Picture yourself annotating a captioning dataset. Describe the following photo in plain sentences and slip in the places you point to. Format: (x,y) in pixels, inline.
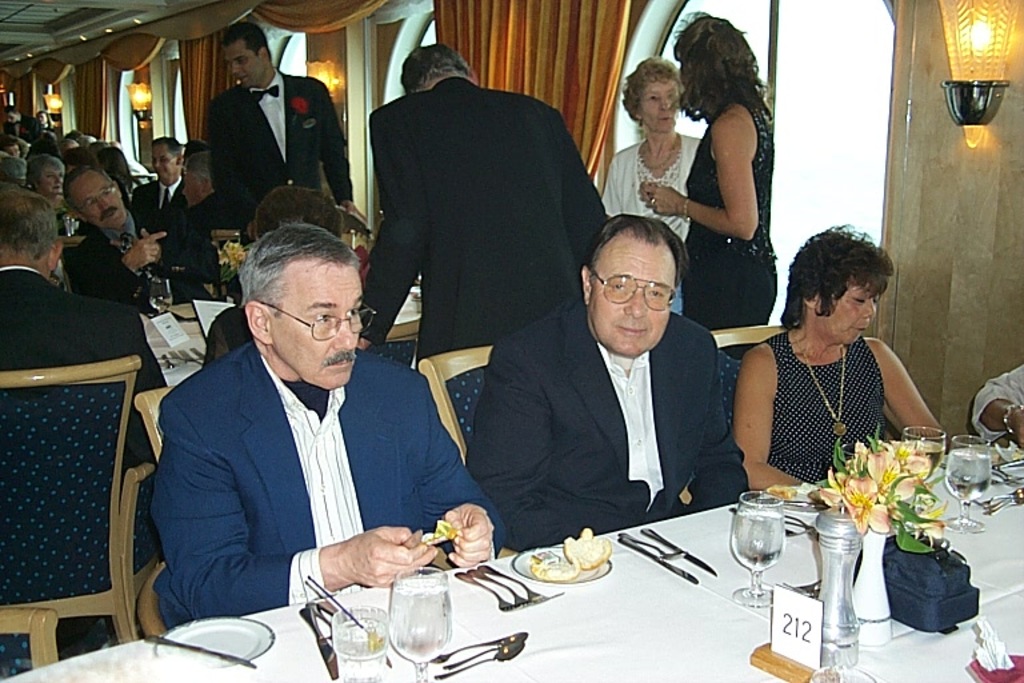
In this image, there are a few people (439,176). Among them, some people (578,175) are standing and some people (690,457) are sitting on chairs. We can see some tables (503,624) covered with a cloth (582,617) and some objects (494,642) like glasses (421,606), spoons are placed on it. We can also see the wall (911,232) with glass windows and some curtains (483,20). We can also see some lights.
